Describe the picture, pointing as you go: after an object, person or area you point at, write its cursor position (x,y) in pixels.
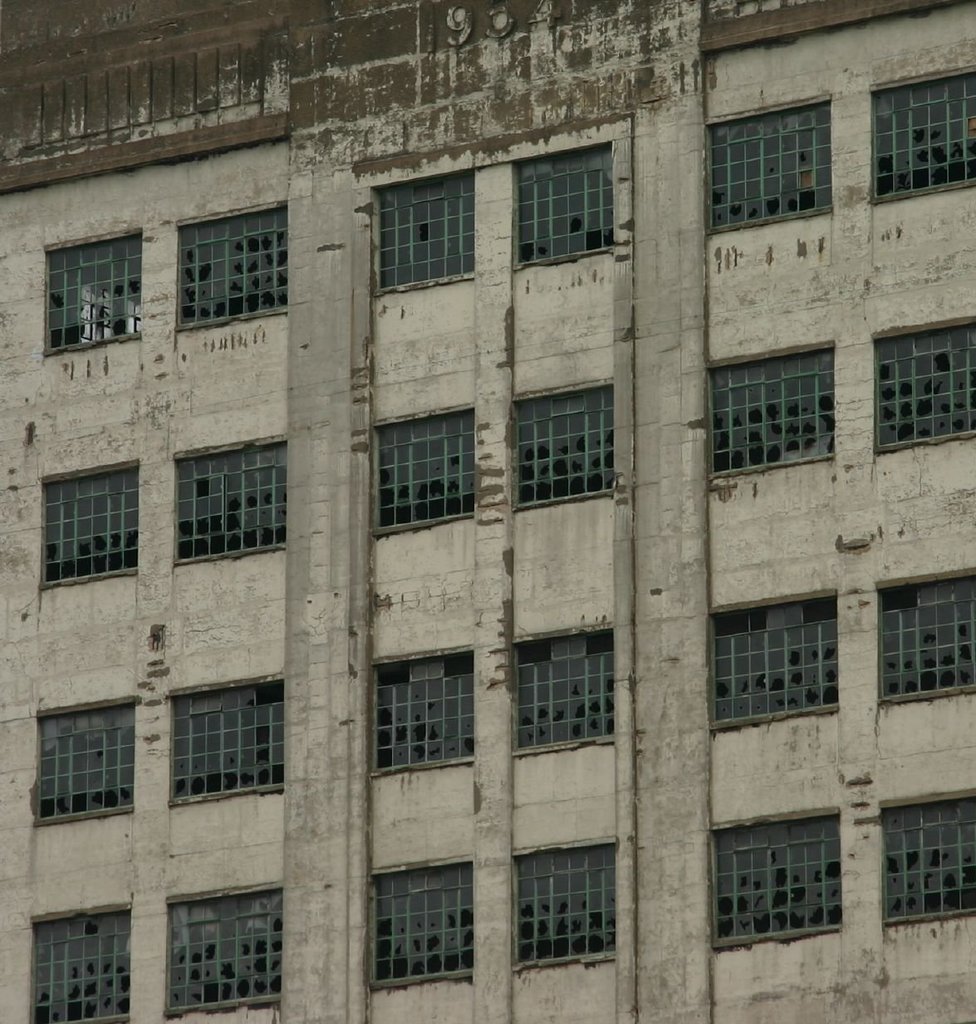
In this image we can see a building (360,569) with windows (595,190) and pillars (699,826).
